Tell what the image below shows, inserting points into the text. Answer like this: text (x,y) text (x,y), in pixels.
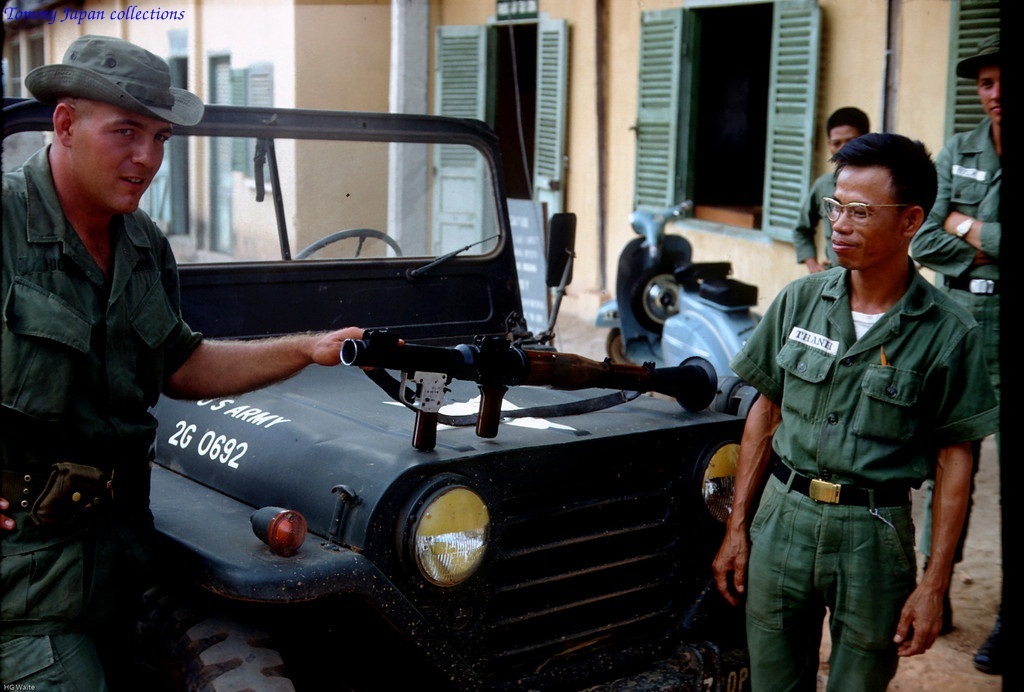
In this image, we can see a man (119,155) wearing a hat (103,82) and holding a gun (472,370) and in the center (393,452), there is a vehicle (501,492). In the background (716,177), there are some other people (819,187) standing and we can see a bike (673,290) and there are windows (710,95) and doors (479,76) to a wall (286,49). At the top (74,23), there is some text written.
